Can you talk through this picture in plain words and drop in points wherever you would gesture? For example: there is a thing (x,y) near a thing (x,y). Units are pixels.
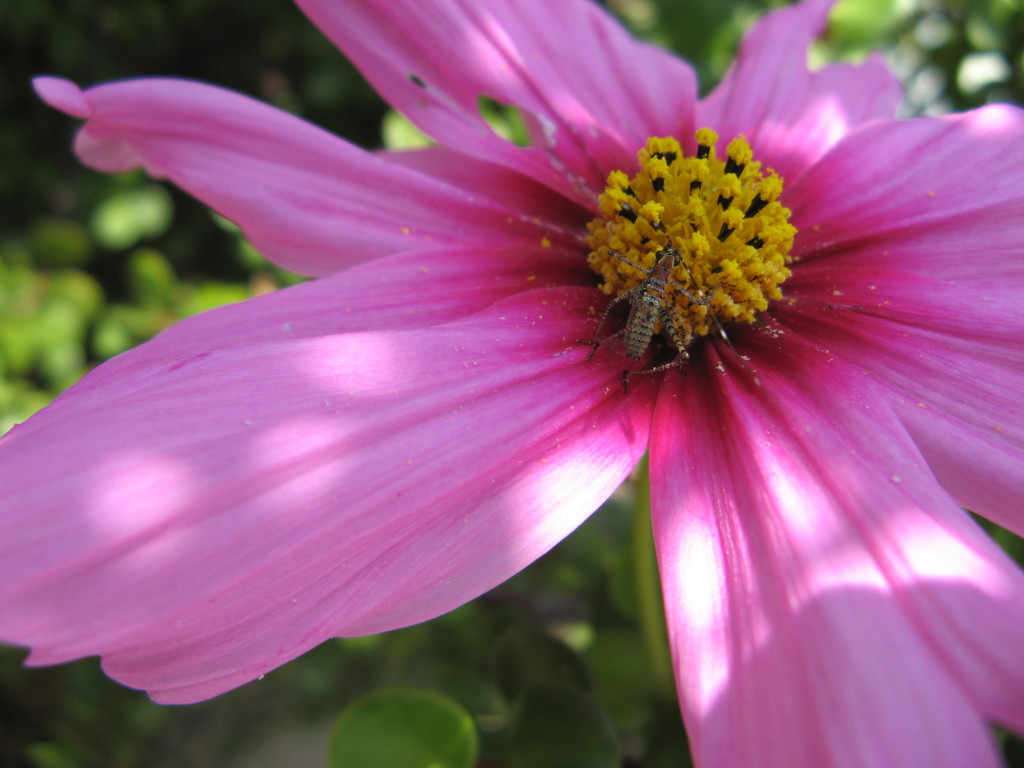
In this picture I can see there is a pink color flower (605,204) and there is a insect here on the pollen grains (663,193) and there are some plants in the backdrop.
